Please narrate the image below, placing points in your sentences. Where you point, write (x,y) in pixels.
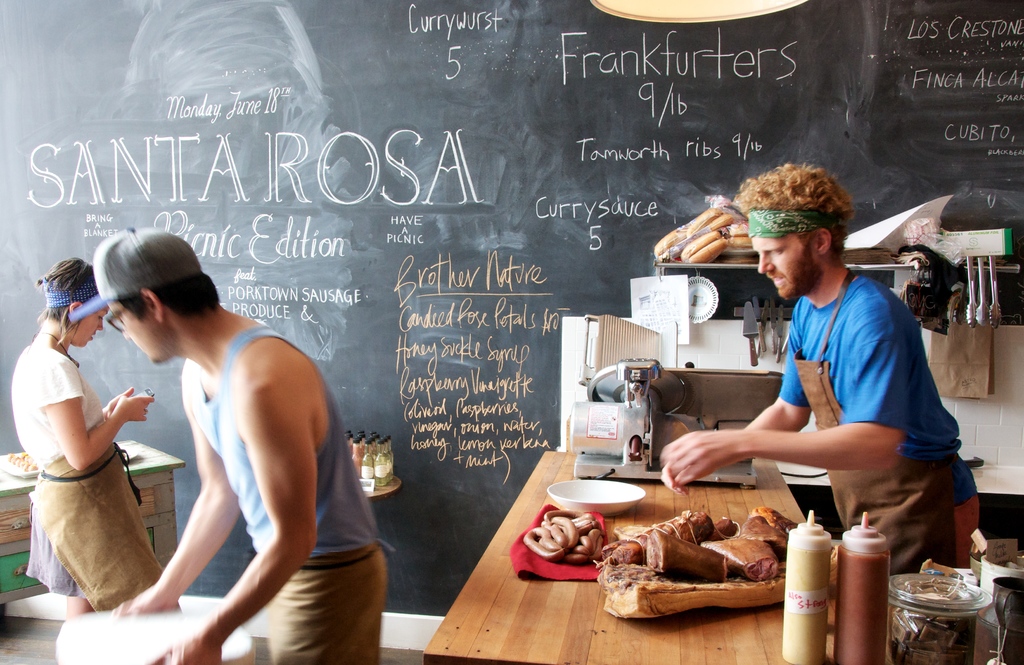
On the right (816,317) there is a man (812,305) who is standing near to the table (596,647). On the table (751,615) we can see meat (745,549), hot dog (536,543), machine (605,465), ketchup bottles (803,654), jars (967,614) and other objects (998,594). Beside him we can see hanger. In the back (400,223) there is a blackboard (346,241). On the left (93,333) there is a woman (40,337) who is looking on the phone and she is standing near to the desk (176,523). At the bottom (218,628) there is a man (208,341) who is wearing cap (96,281), spectacle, t-shirt (211,415) and trouser (330,632). He is holding white plates (122,639).
